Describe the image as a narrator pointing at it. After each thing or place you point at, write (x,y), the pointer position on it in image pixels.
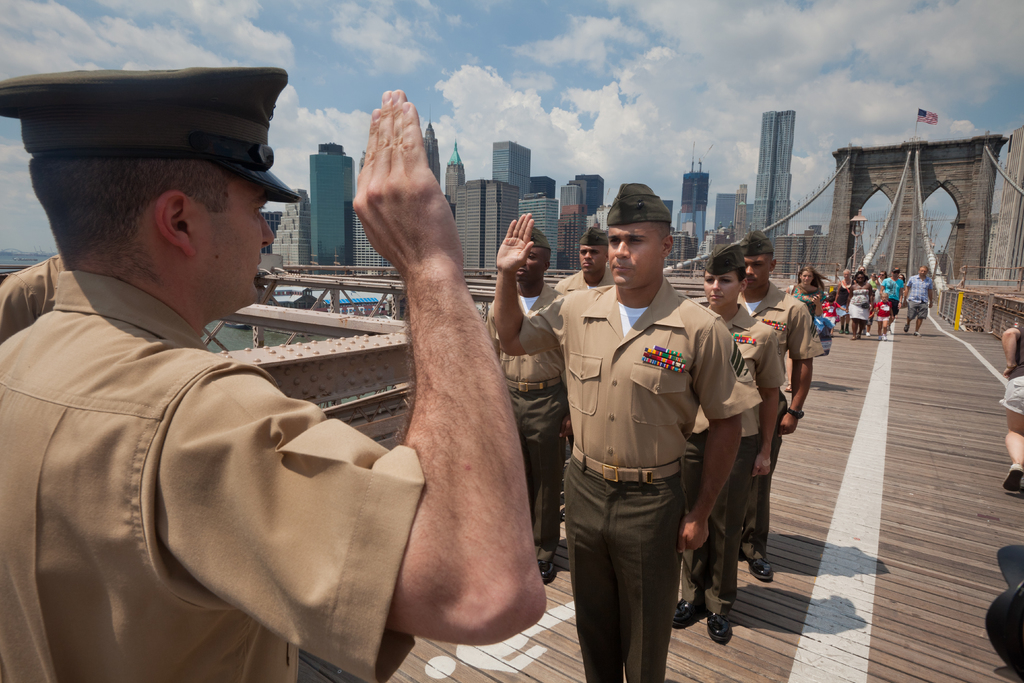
In the center of the image (357,366) there is a bridge (822,272) on which there are many people (808,280) walking. In the foreground of the image (278,93) there are two persons (393,194) standing and saluting. In the background of the image (362,258) there are buildings (349,174). In the top of the image (633,140) there is sky (345,23) and clouds (725,92).
